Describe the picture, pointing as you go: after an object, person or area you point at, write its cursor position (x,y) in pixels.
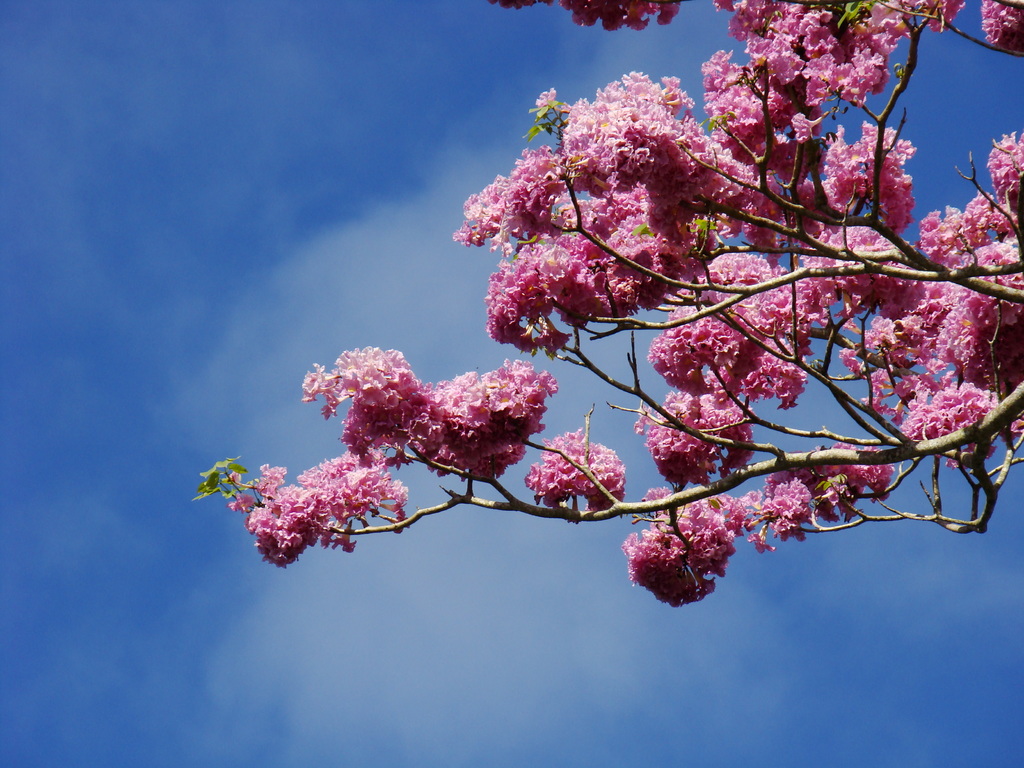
In the foreground of the picture (754,215) we can see the flowers (283,481), leaves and branches (612,304) of a tree (846,257). In the background (271,309) it is sky (270,593).
